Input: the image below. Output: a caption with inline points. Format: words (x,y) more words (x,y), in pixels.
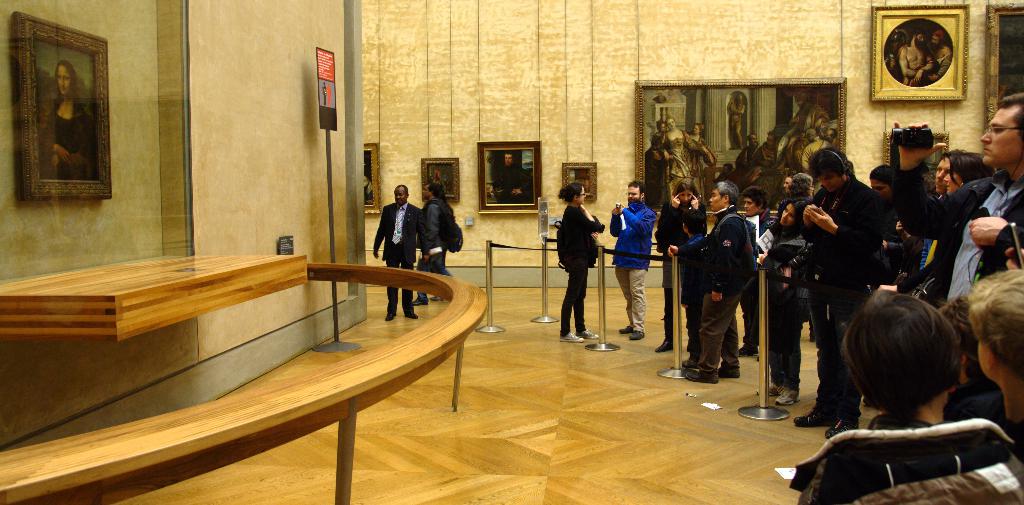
In this image there are a few people (764,211) standing and a few (918,280) are holding cameras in their hands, in front of them there is like a fencing (487,251), on the left side of the image (71,160) there is a frame (74,183) hanging on the wall (256,93), around the frame (73,128) there is some wooden structure (58,453), beside that there is a board (328,87) with some text (327,71) is attached to a pole (333,302) and in the background (706,146) there are a few frames (671,160) hanging on the wall (533,97). At the bottom of the image (558,433) there is a floor (557,452).
